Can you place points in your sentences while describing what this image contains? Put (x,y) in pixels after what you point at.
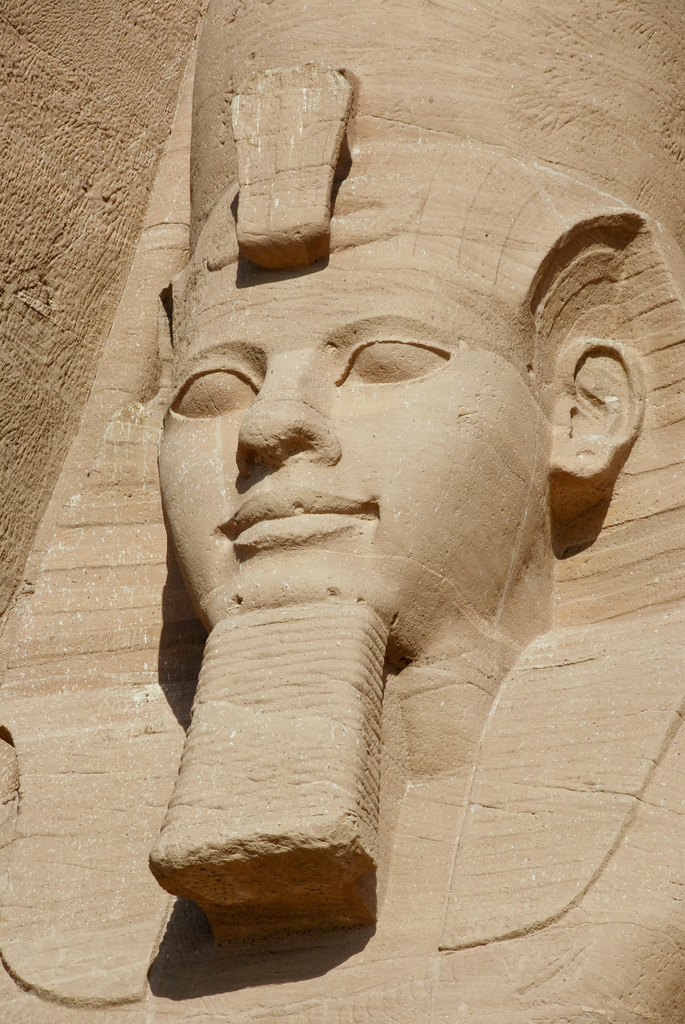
In this image in the center (236,349) there is a sculpture (192,284), and in the background (3,325) it looks like a wall (20,83).
